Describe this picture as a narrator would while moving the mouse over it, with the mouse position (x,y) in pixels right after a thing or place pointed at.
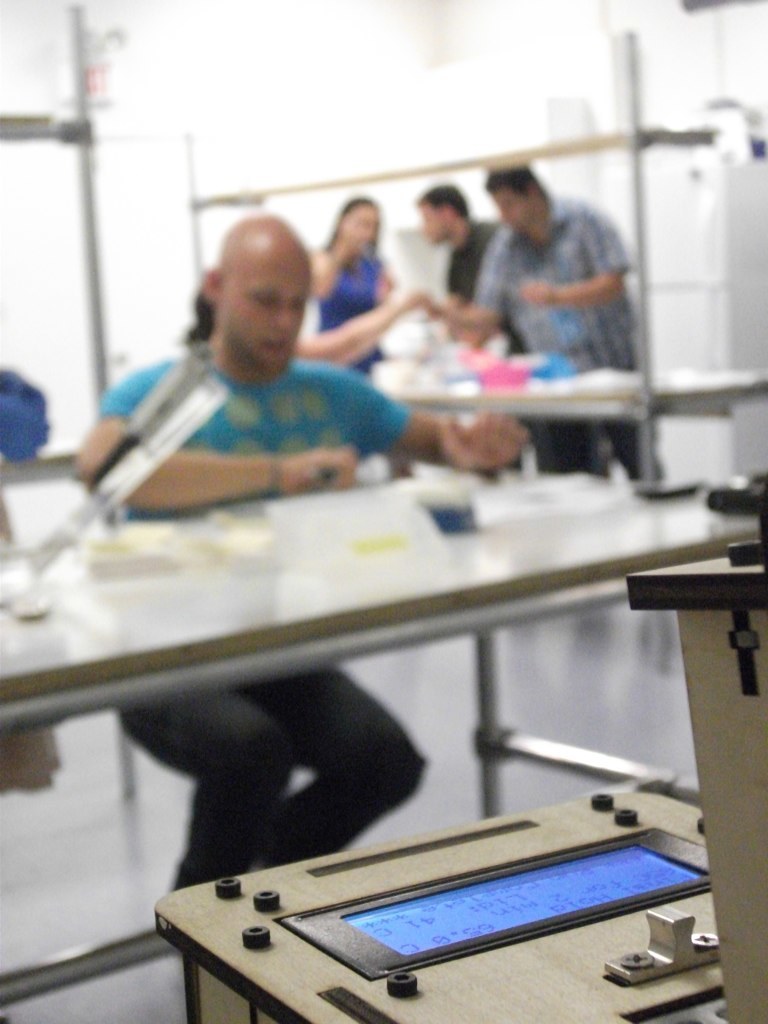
In the image we can see there is a person (233,403) who is sitting on the chair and in front of him there is a table (491,486) and at the back (481,222) there are three people (475,272) who are standing and in front (205,925) there is a electronic machine (575,943) and the picture over here is little blurry.
